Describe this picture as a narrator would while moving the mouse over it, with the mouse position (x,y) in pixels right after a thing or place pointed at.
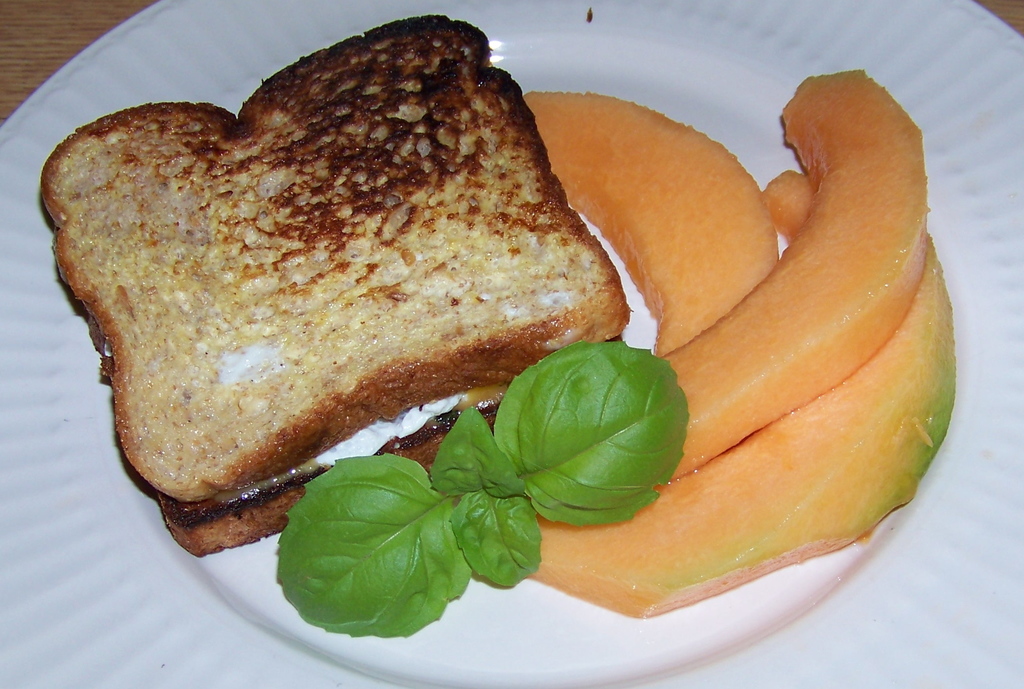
In this image there is a table (27,36) with a plate (881,619) on it and on the plate (748,23) there are two toasts (344,407), a basil sprig (554,445) and melon slices (881,500).
